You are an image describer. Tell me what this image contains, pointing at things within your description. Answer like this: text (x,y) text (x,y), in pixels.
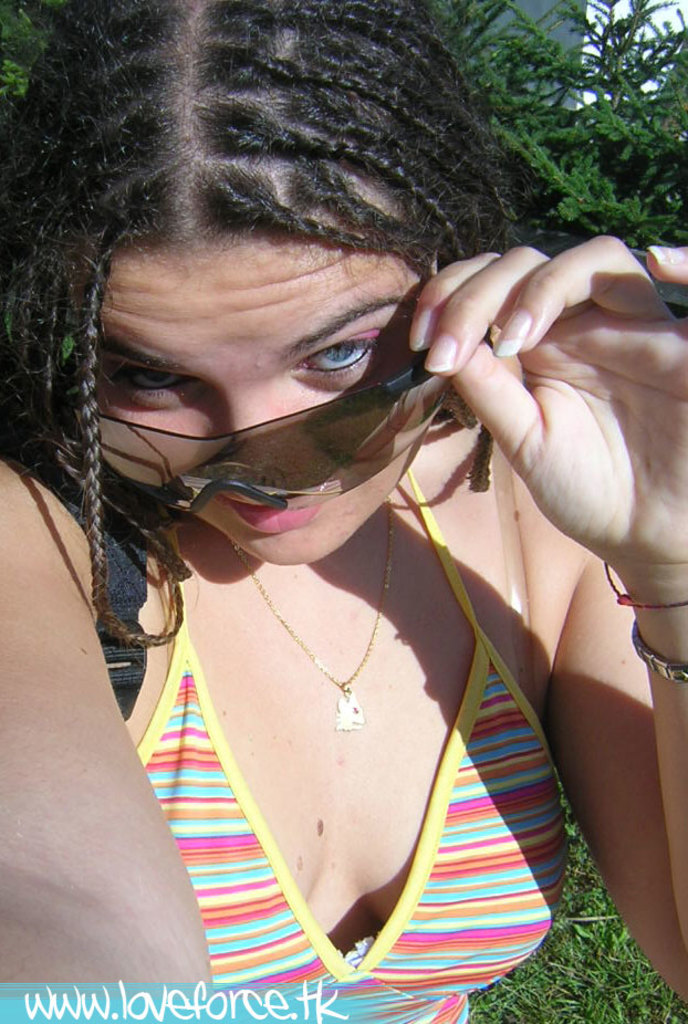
In the image we can see a woman (222,701) wearing clothes (479,923), neck chain (338,681), bracelet (663,664) and goggles (272,459). This is a grass (586,962), tree (600,184) and a watermark (253,996).
